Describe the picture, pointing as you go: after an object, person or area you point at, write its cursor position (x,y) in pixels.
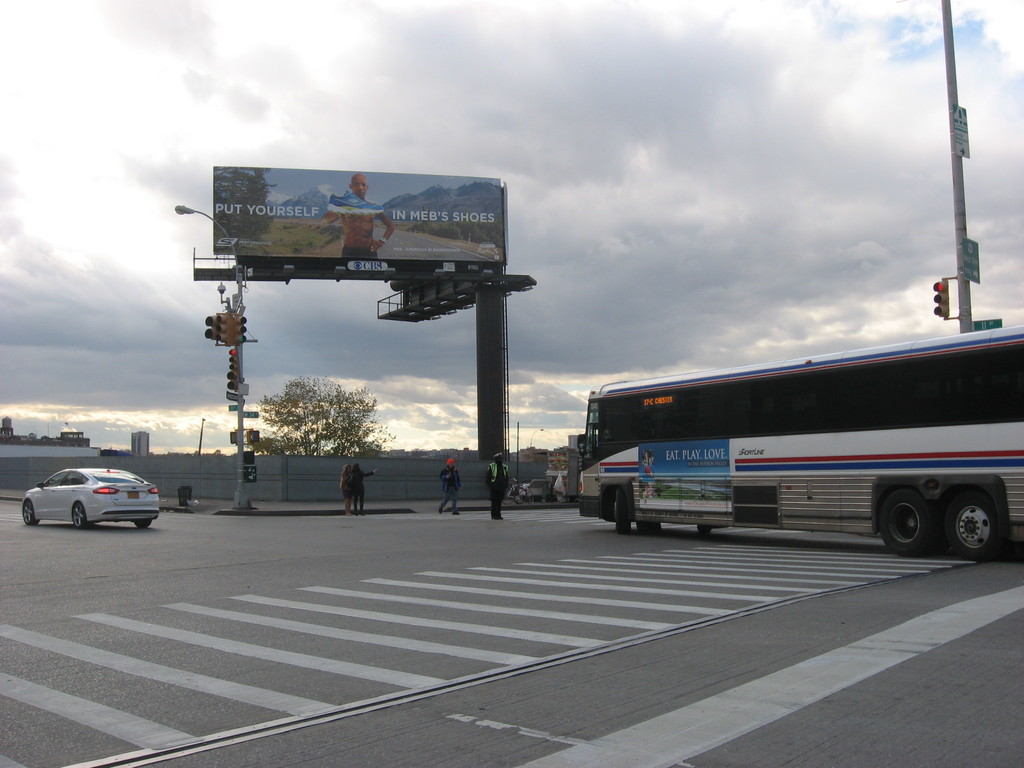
In this picture we can see a few vehicles (801,463) and some people (499,514) on the road (432,646). There are traffic signals (238,337), poles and trees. We can see the text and a few things (442,227) on the boards (261,235). There are other objects (170,479) and the cloudy sky (629,202).
